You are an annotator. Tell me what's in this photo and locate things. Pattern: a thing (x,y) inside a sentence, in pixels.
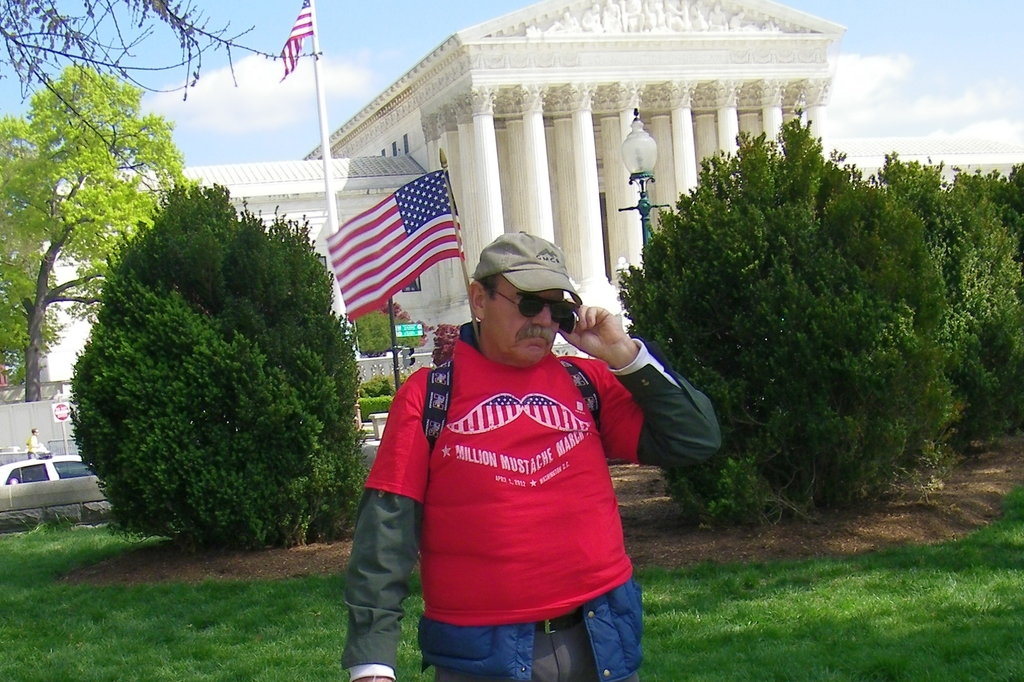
In this image I can see the person (494,339) with the dress (497,383), goggles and cap (486,265). In the background (280,325) I can see the flag (424,246), plants (336,396), pole (633,180), vehicles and many boards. I can also see one more person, building (455,191), trees (66,232), clouds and the sky (970,32).
